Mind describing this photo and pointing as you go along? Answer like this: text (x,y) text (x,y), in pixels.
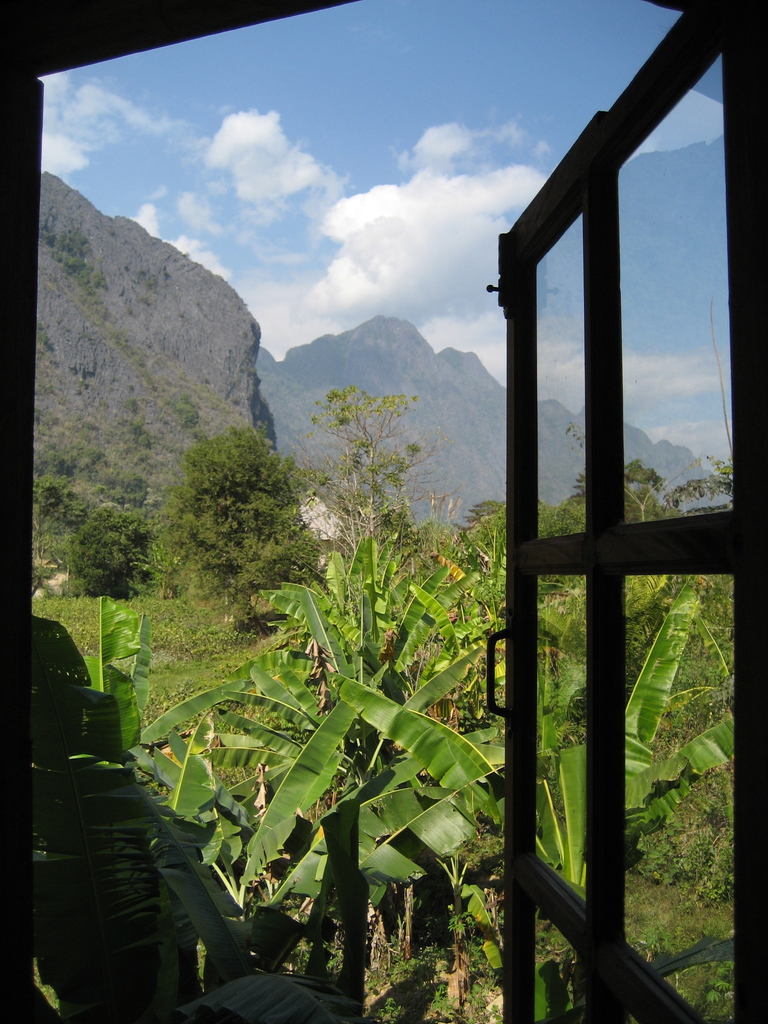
In this image we can see many trees (306,679) and plants (250,673). There are many hills (323,383) in the image. There is a sky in the image. There is a door (616,749) in the image.
